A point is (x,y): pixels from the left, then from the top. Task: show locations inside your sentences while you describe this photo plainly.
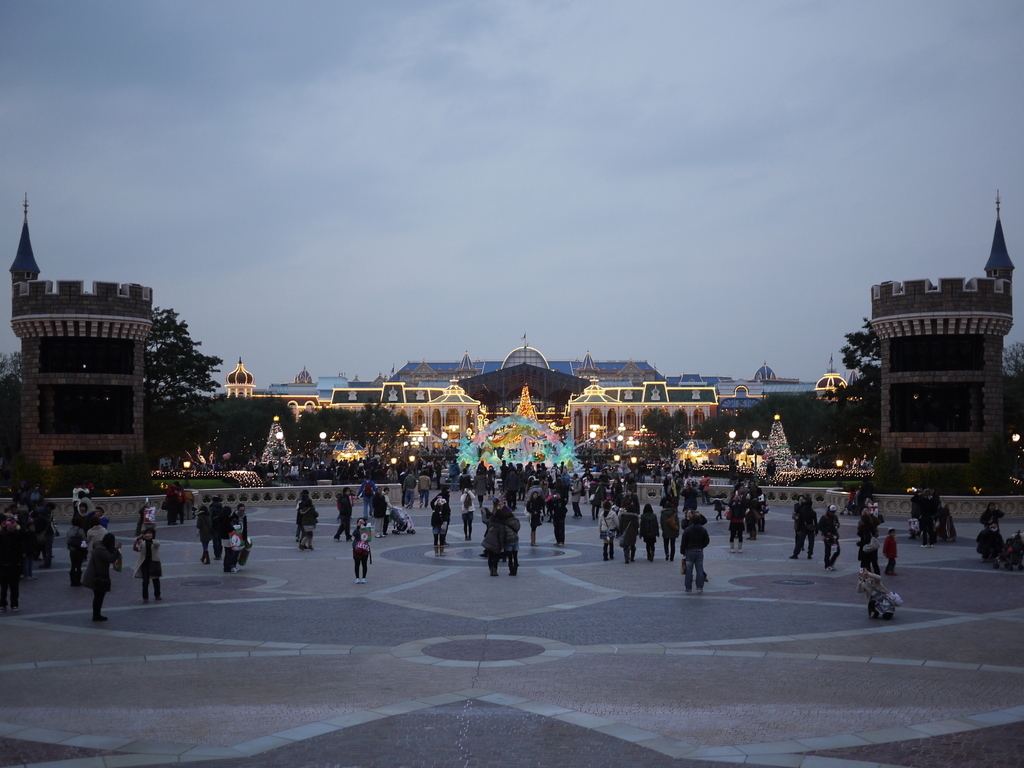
This picture is clicked outside the city. In this picture, we see people (652,517) are walking. Behind them, we see a building (563,426) which is decorated with lights (523,454). On either side of the picture, we see trees (866,418) and towers (917,419). There are buildings (534,380) in the background (562,386). At the top of the picture (664,115), we see the sky (619,96).
